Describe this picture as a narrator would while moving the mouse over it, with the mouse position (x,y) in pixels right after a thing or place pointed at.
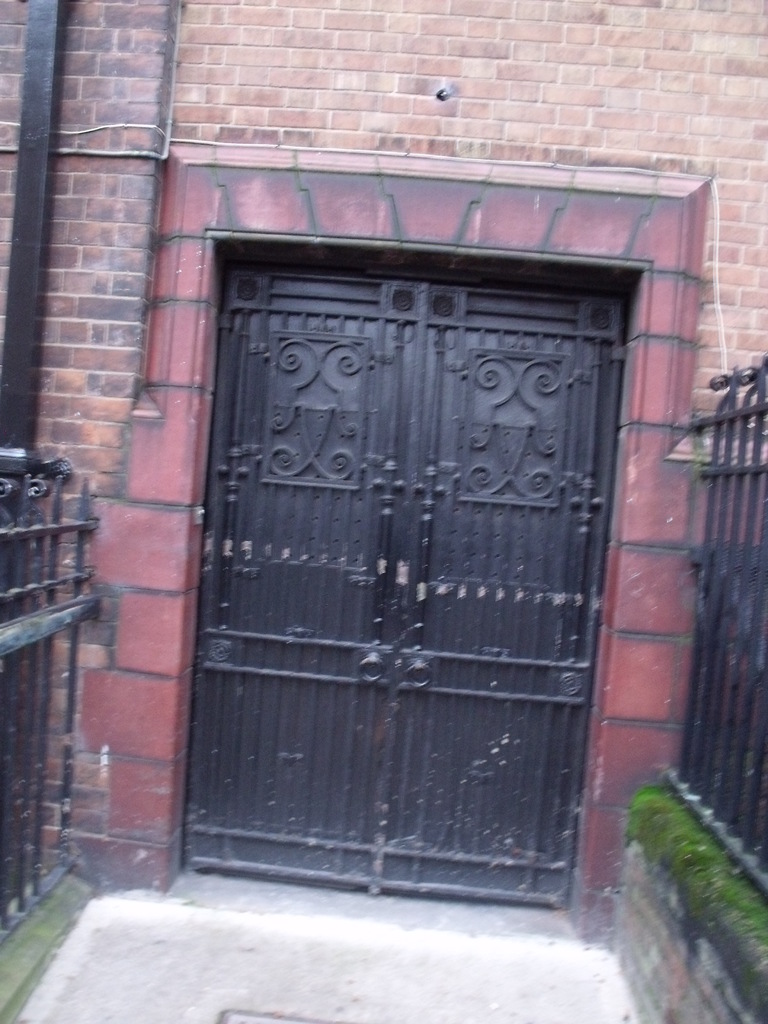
This image consists of a door (328,530) in the middle (367,497). It is in black color. There is an iron railing (41,864) on the left side (24,704) and right side (724,568).
